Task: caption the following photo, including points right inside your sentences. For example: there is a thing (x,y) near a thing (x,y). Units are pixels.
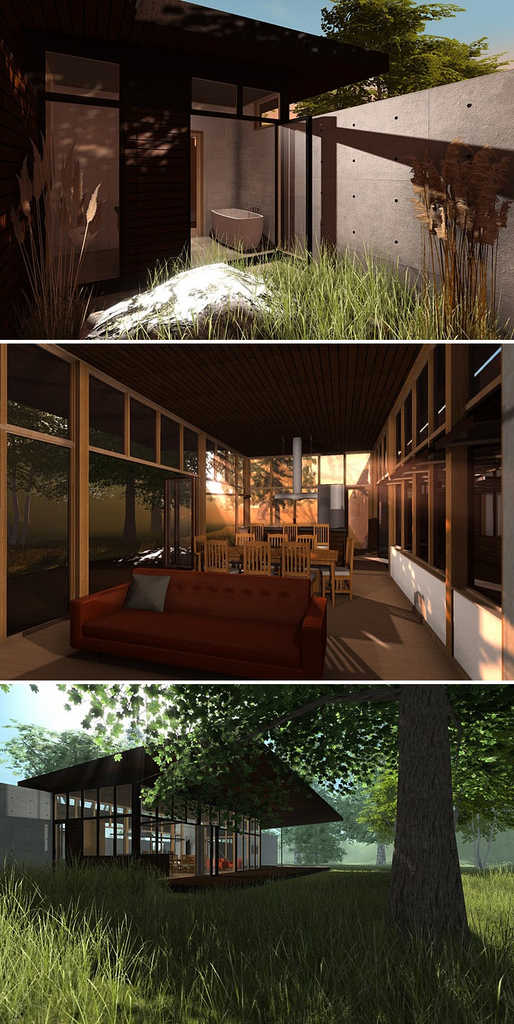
This image is collage of three different pictures. At the top (234,137) there is a picture. In the picture there is a house (300,159). In front of the house (266,99) there is grass (319,315). Behind the house (347,143) there are trees (390,36). At the top (303,10) there is the sky (472,27). In the center (203,617) there is a picture. It is clicked inside the room (307,587). There are chairs (337,573), tables (326,554) and a couch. On the either sides of the couch (319,613) there are glass walls (487,549). At the bottom (159,974) there is another picture. In the picture there is a house (164,842). In front of the house (164,835) there are trees (371,843) and grass (360,910) on the ground (128,959). At the top of the picture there is the sky (46,715).
